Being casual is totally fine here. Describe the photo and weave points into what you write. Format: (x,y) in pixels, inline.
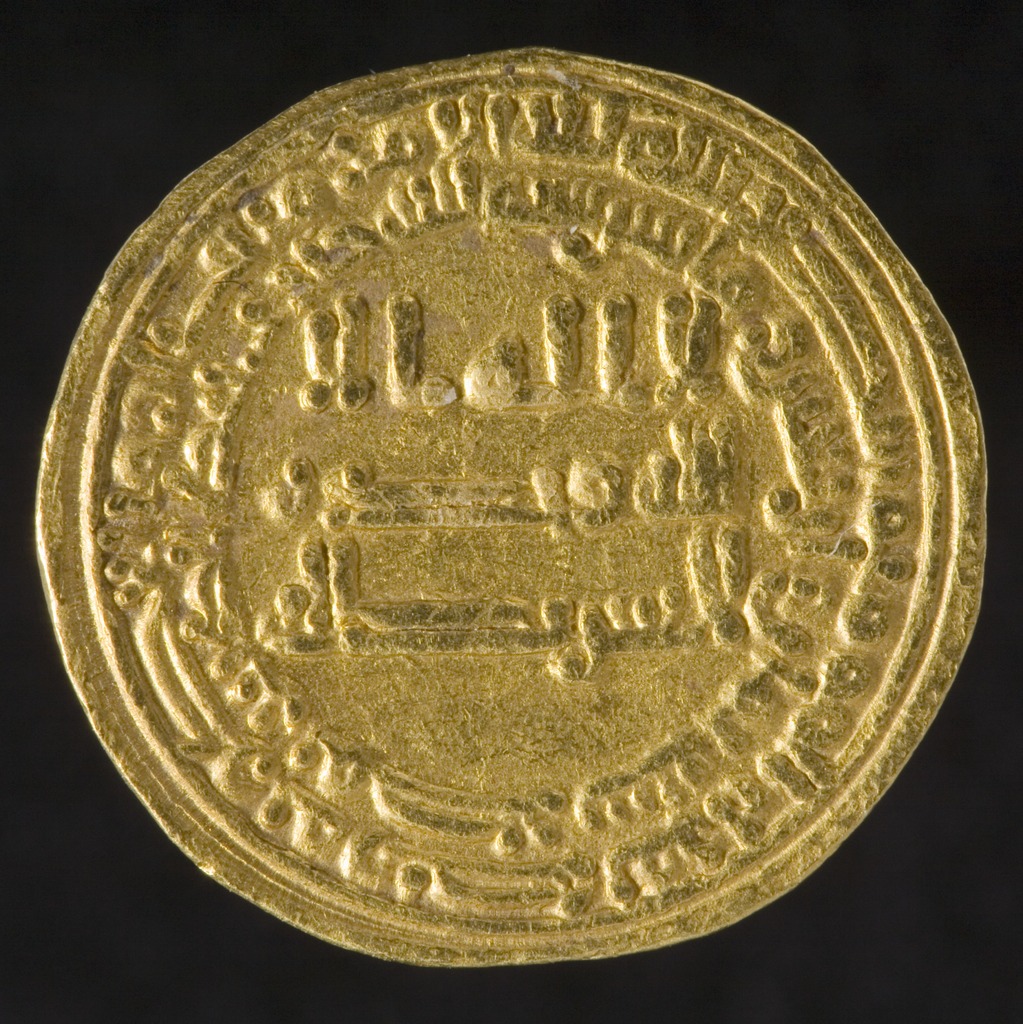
In this image, we can see a coin (544,240) on dark background (118,166).
